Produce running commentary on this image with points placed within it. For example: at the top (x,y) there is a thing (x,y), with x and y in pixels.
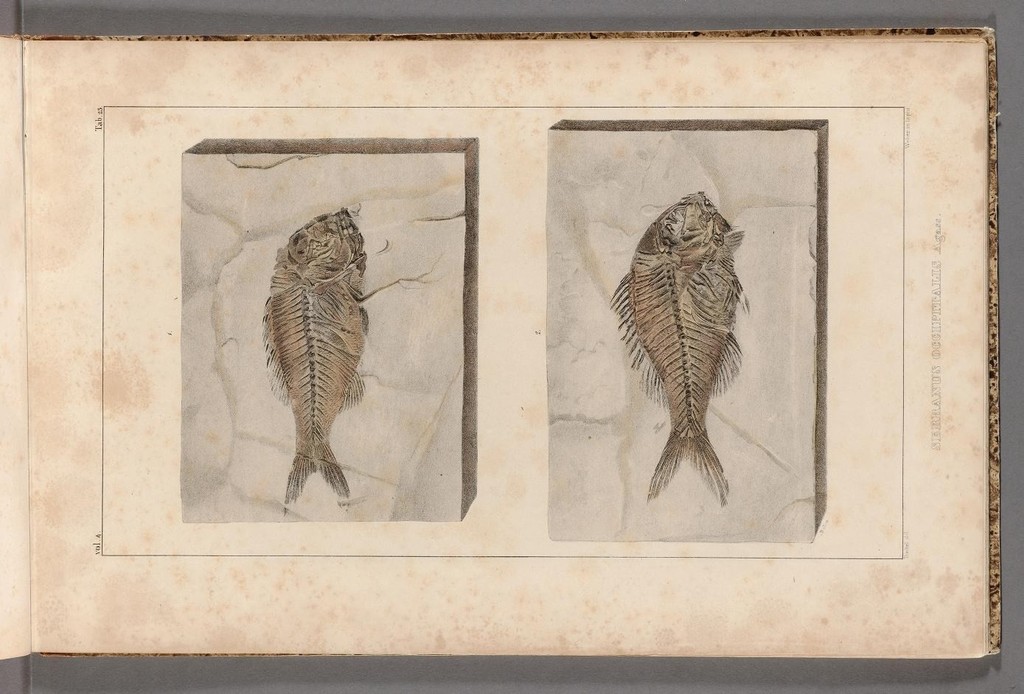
In the center of the image (391,233) there is a sheet (628,583) and we can see pictures (301,472) of fishes (661,364) on the sheet (785,352).
